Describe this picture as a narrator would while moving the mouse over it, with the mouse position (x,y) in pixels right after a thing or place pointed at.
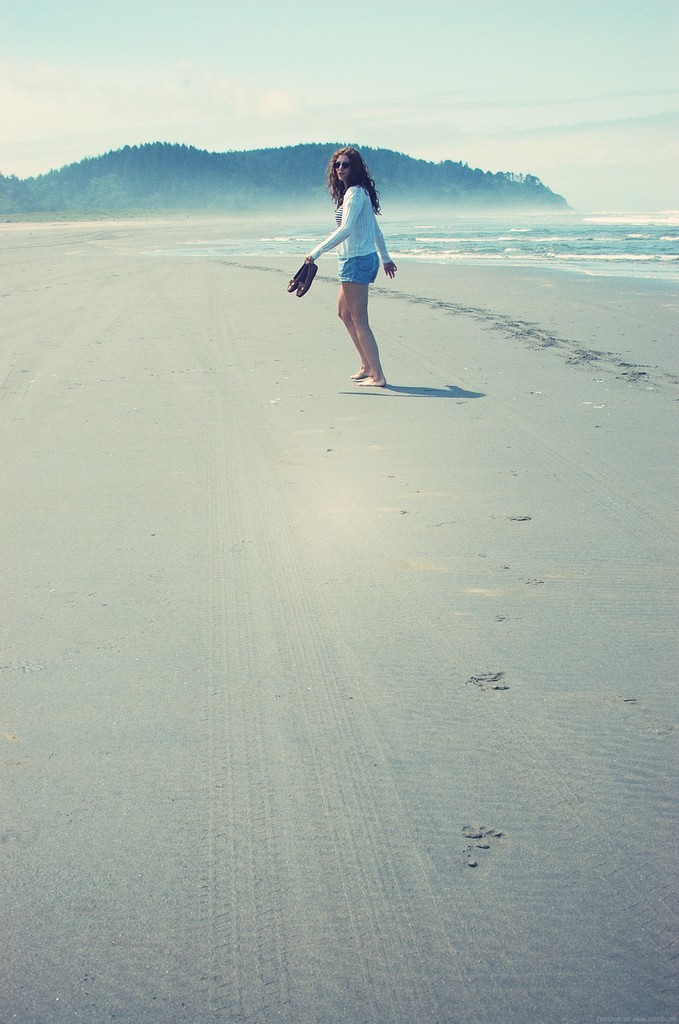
In this image there is a girl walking in the sea shore (344,341) holding shoes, beside her there is a mountain (245,176) with so many trees (226,173).
